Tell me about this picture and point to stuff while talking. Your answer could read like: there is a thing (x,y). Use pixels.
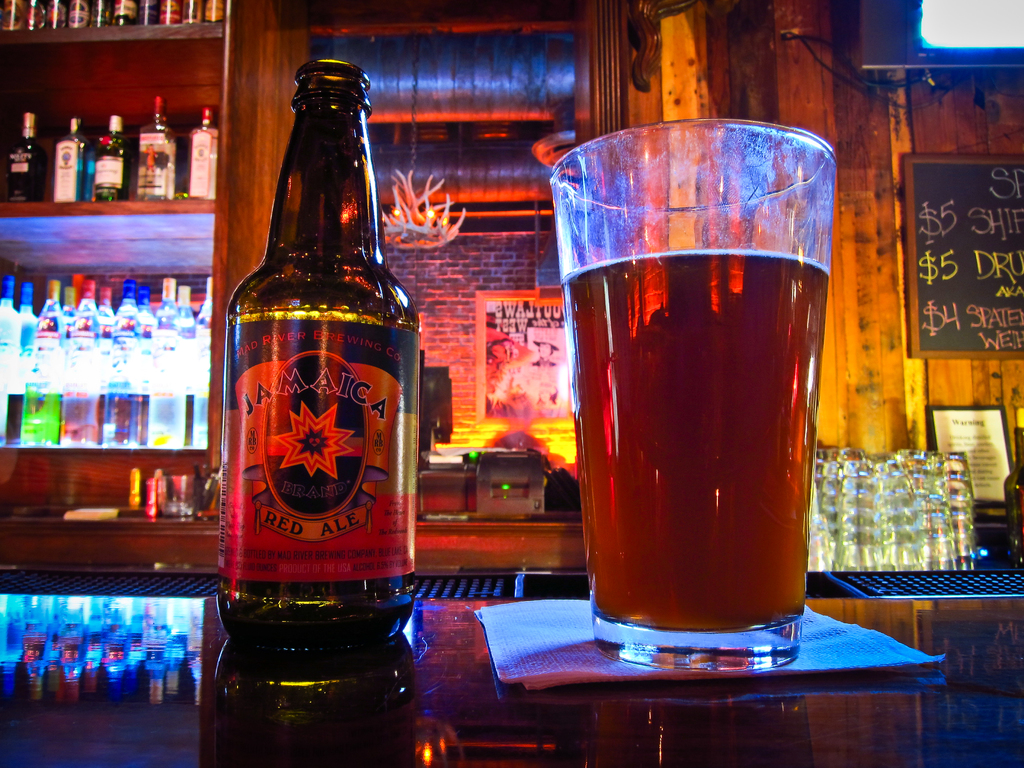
In the center (353,402) we can see beer bottle (353,420), glass (732,443) and tissue paper (519,614) on the table (781,733). In the background (190,130) there is a shelf (160,225) with full of liquor bottles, table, sign board (959,283), light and brick wall (457,251).
